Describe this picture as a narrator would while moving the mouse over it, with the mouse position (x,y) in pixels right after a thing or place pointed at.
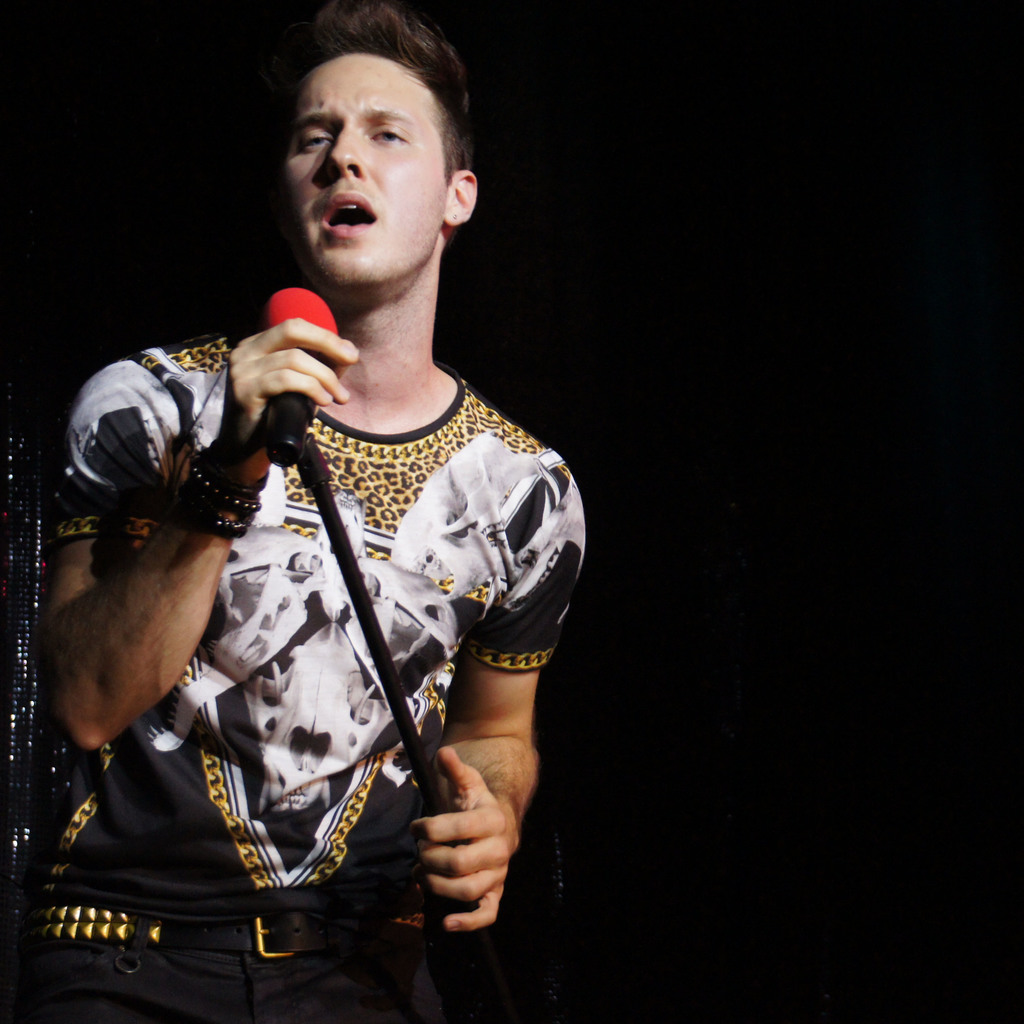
In the left (256,454), a person (408,933) is standing and singing a song in mike (300,423). The background (746,892) is dark in color. This image is taken on the stage (183,168) during night time.
